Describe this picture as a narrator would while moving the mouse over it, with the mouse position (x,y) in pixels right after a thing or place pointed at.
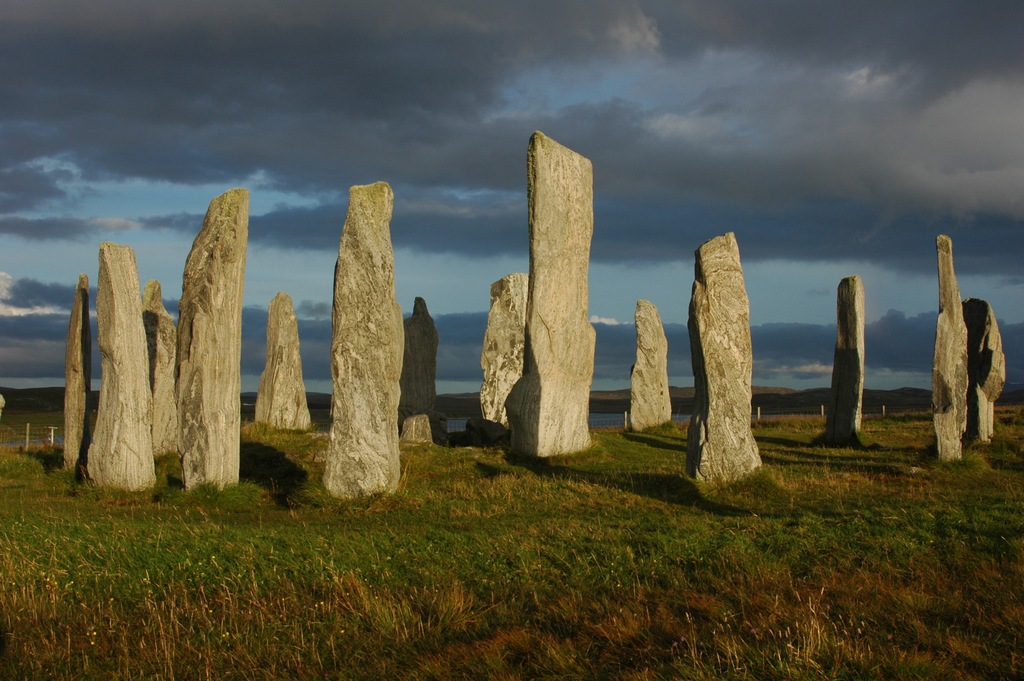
In this image, we can see stones (361,371) on the grass (761,502). Background (662,253) we can see water (600,417), poles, mountains (55,413) and cloudy sky (75,232).
